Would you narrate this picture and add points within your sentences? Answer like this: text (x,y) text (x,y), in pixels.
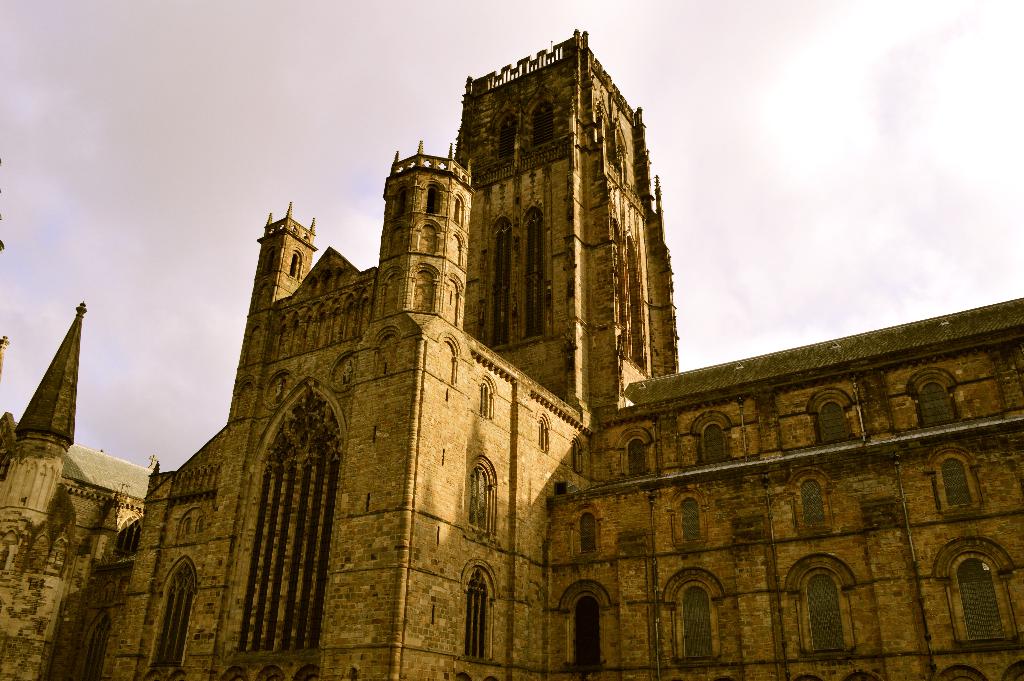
In this image we can see a building (396,491) with windows (104,645). At the top of the image (482,65) there is sky (435,69) and clouds (179,119).
